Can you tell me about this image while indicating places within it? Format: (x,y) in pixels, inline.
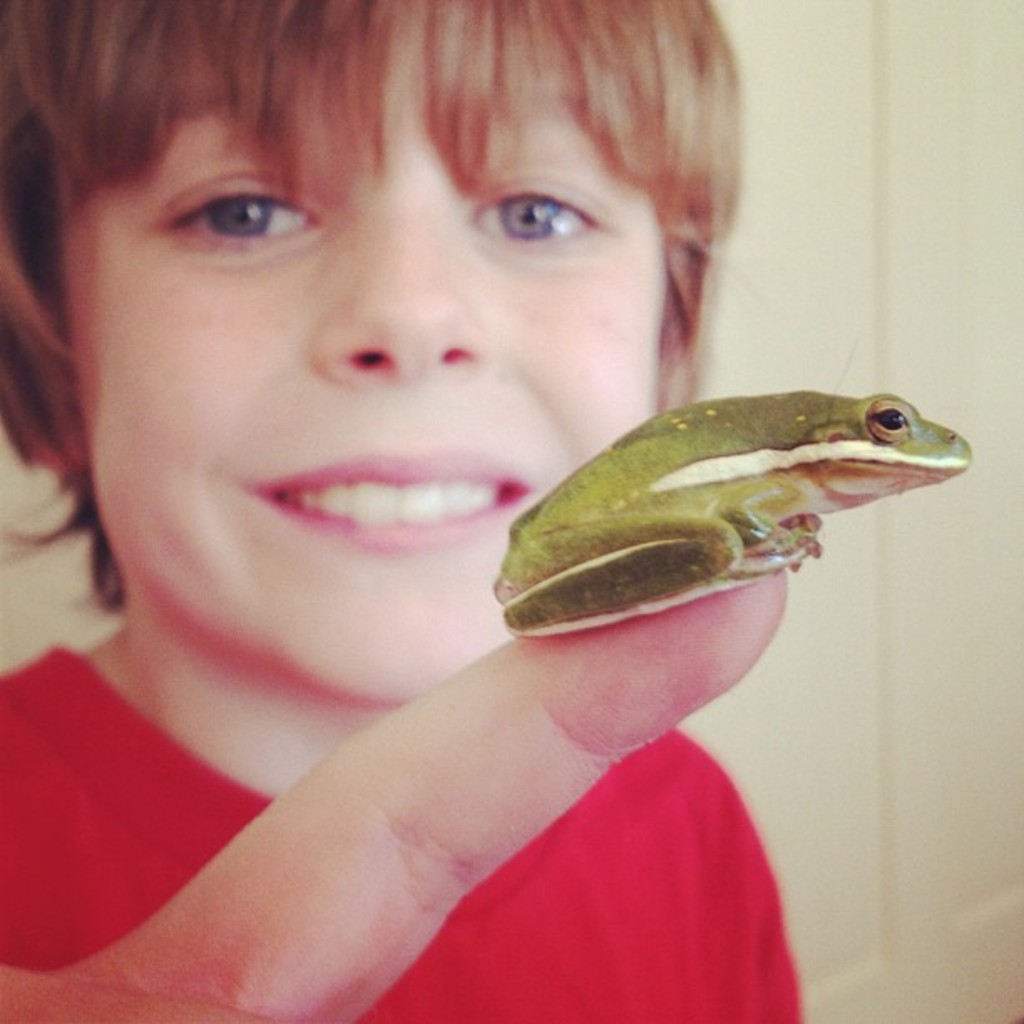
In this picture we can see a frog (747,537) in the front (728,530), in the background (577,464) there is a person (428,408) smiling, on the right side (850,319) we can see a wall (853,302).
